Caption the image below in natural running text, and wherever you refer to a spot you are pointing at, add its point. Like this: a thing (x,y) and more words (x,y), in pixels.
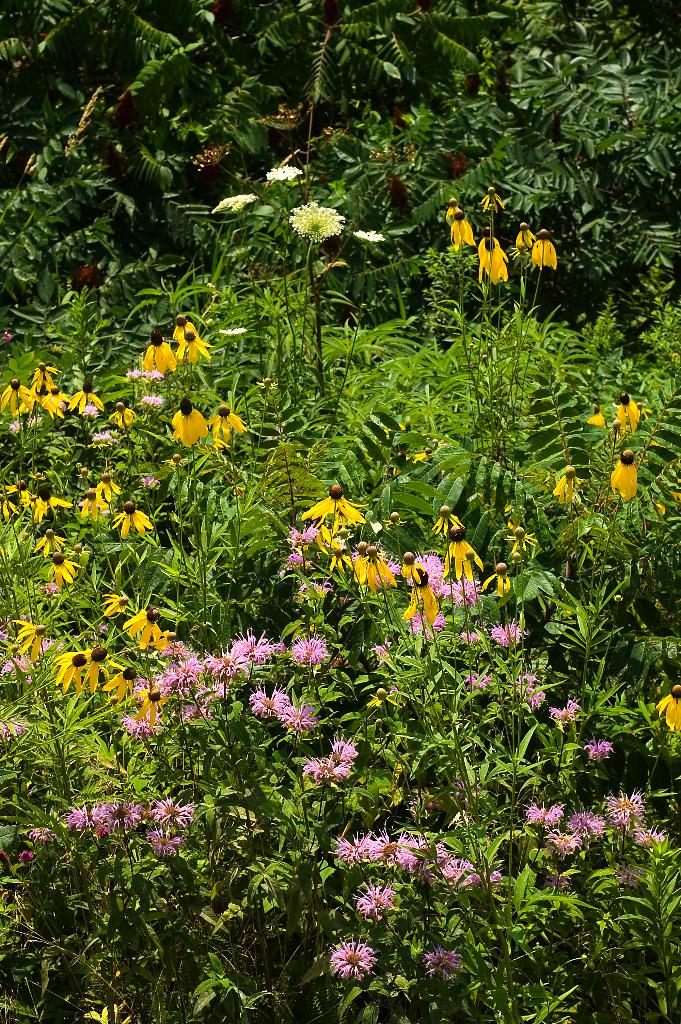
In the image there are beautiful flower plants (345,465).
